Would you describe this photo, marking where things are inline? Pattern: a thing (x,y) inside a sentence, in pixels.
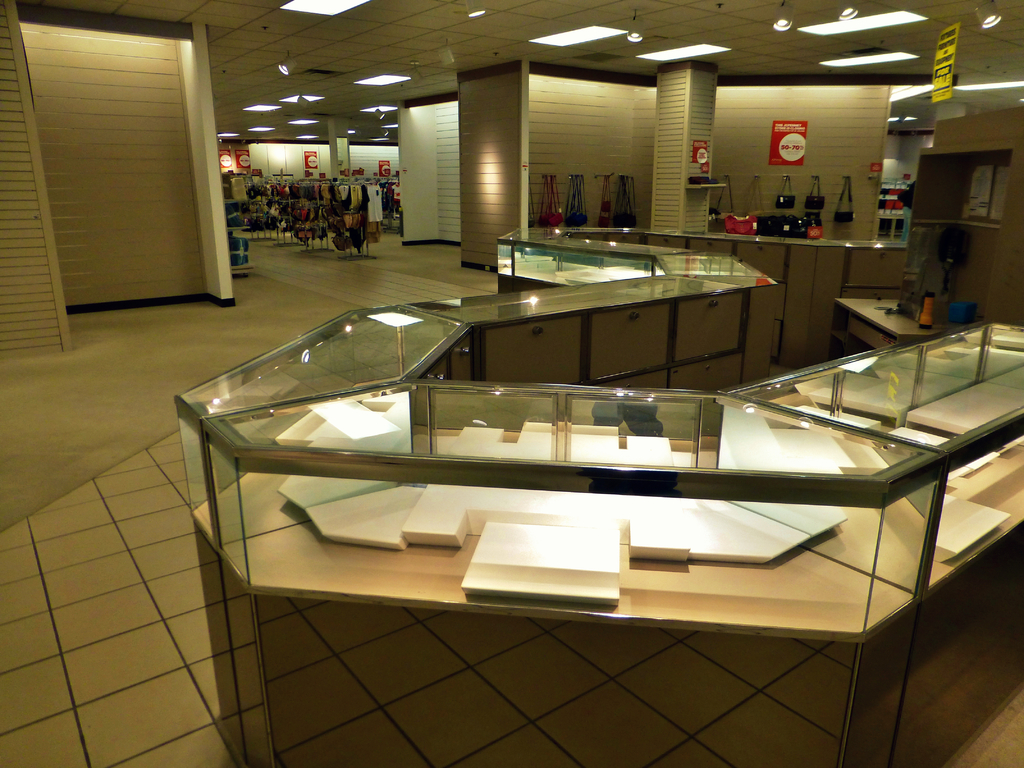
In this picture there are objects (553,538) under the glass (322,546) and there are objects (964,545) on the table (625,234). At the back (822,202) there are bags (551,186) hanging on the rod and there are posters (795,129) on the wall (586,118) and there are dress (280,195) hanging on the rods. At the top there are lights (985,15). At the bottom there is a floor (58,425).
